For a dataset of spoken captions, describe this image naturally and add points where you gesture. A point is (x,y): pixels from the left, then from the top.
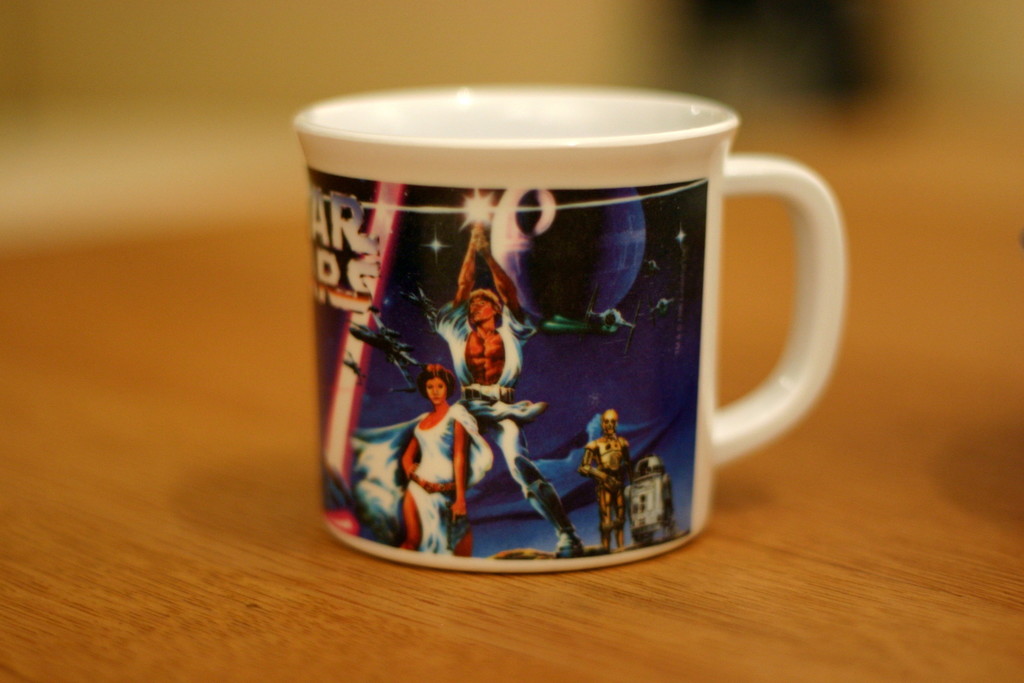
In the image on the wooden surface (873,595) there is a cup (712,333). On the cup (575,361) there are images (477,364) and also there is text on it.
